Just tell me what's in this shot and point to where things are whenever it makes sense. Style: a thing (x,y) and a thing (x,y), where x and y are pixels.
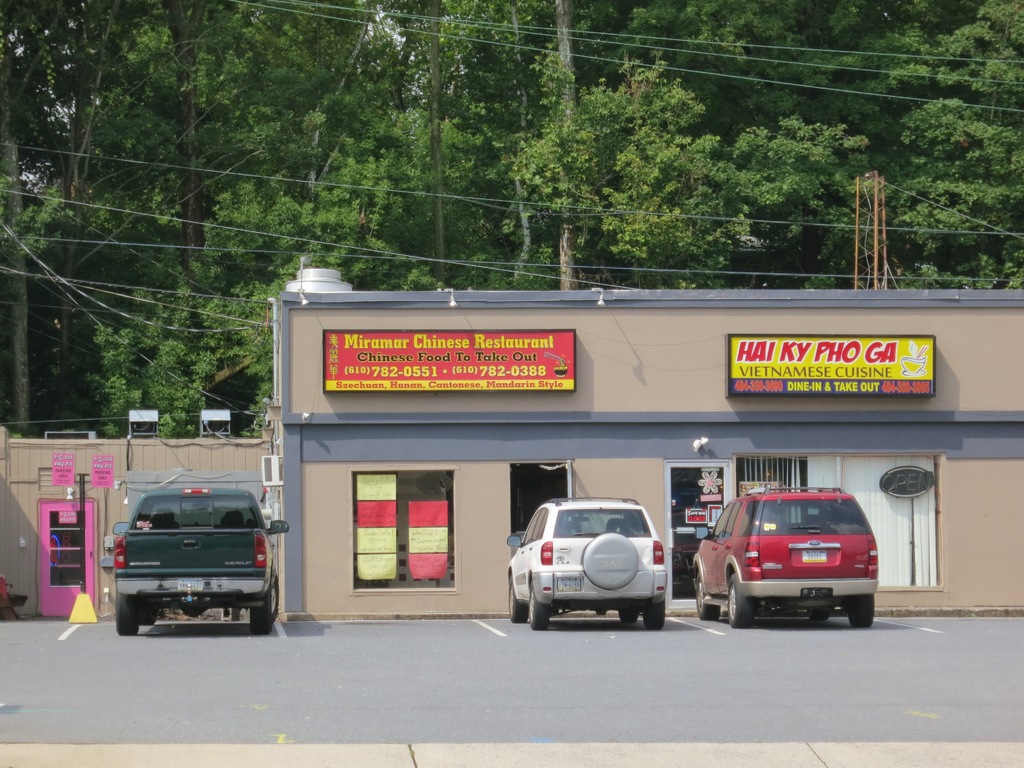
In this image I can see the ground (261,669), few vehicles (214,565) on the ground (264,657) and a building (509,449) which is brown and blue in color. I can see few boards (475,362) attached to the building (616,377) which are red and yellow in color. I can see the pink colored door (68,528), few poles (84,514), a metal tower (884,182), few wires (909,278) and in the background (825,144) I can see few trees (696,106) which are green in color.
